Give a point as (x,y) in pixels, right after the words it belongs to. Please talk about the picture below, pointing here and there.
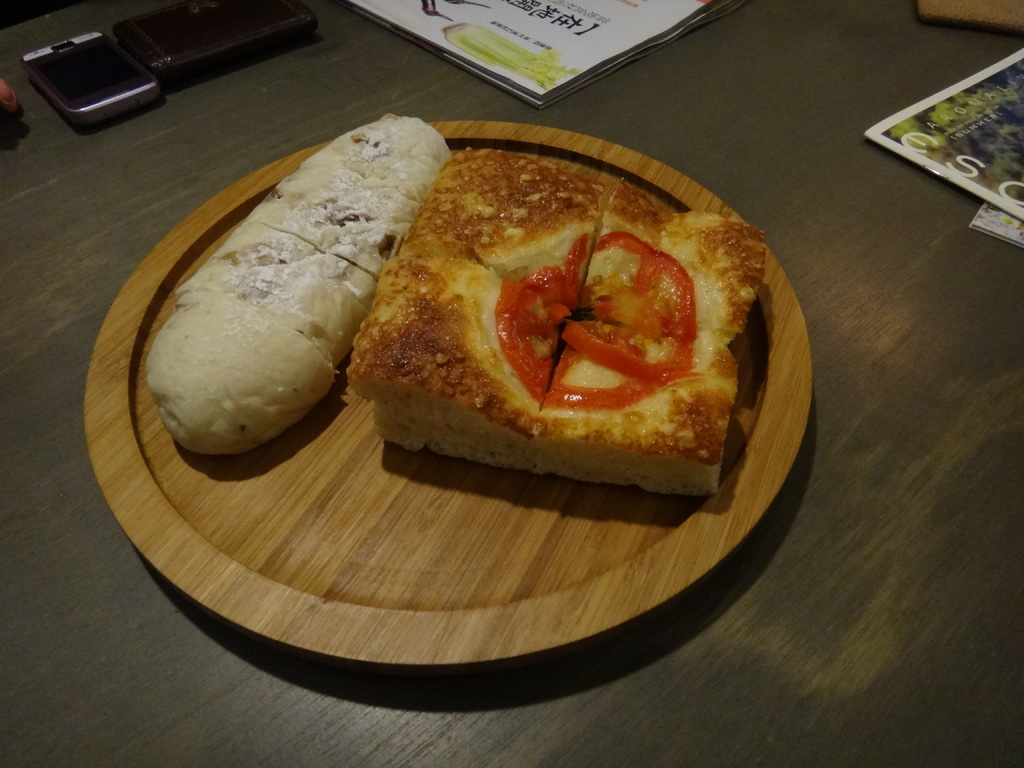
In this image, in the middle (652,503), we can see a plate (315,440) with some food (262,414). On the right side (945,175), we can also see some books (951,117). In the background (623,17), we can see some mobiles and a book (657,1). In the background (896,365), we can also see brown color.
